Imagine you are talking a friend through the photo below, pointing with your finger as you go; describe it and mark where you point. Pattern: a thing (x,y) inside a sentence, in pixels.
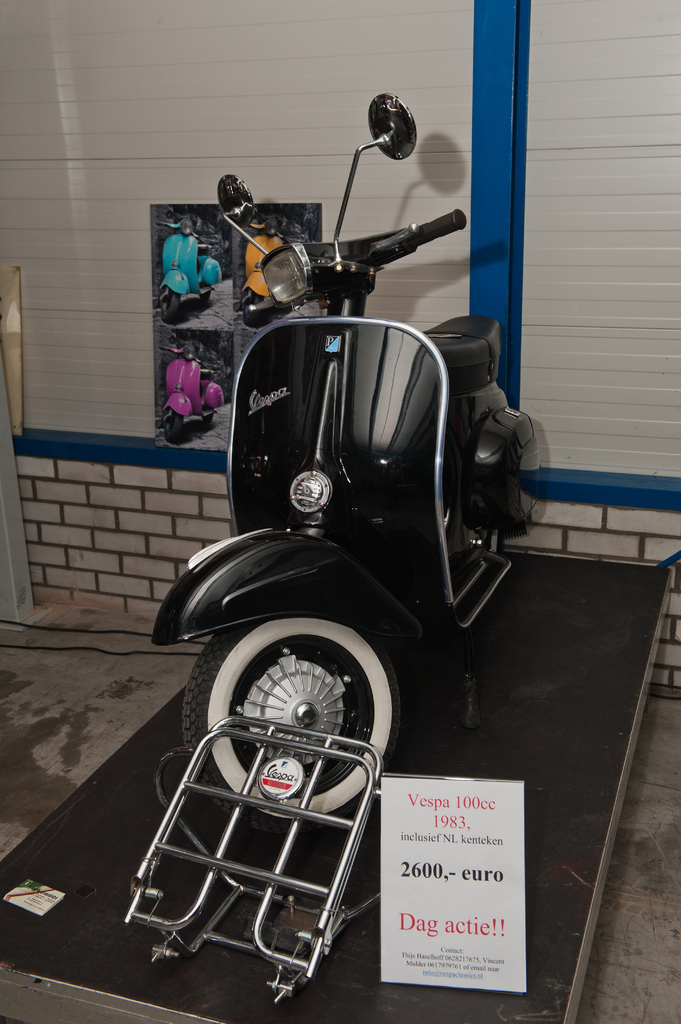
Here I can see a bike (323,598) is placed on a metal surface (583,689). Along with the bike (373,718) there are some metal rods (297,829) and a board (456,852). On the board (453,877), I can see some text (437,799). In the background (135,66) there is a wall (63,397) to which a poster (179,306) is attached.
